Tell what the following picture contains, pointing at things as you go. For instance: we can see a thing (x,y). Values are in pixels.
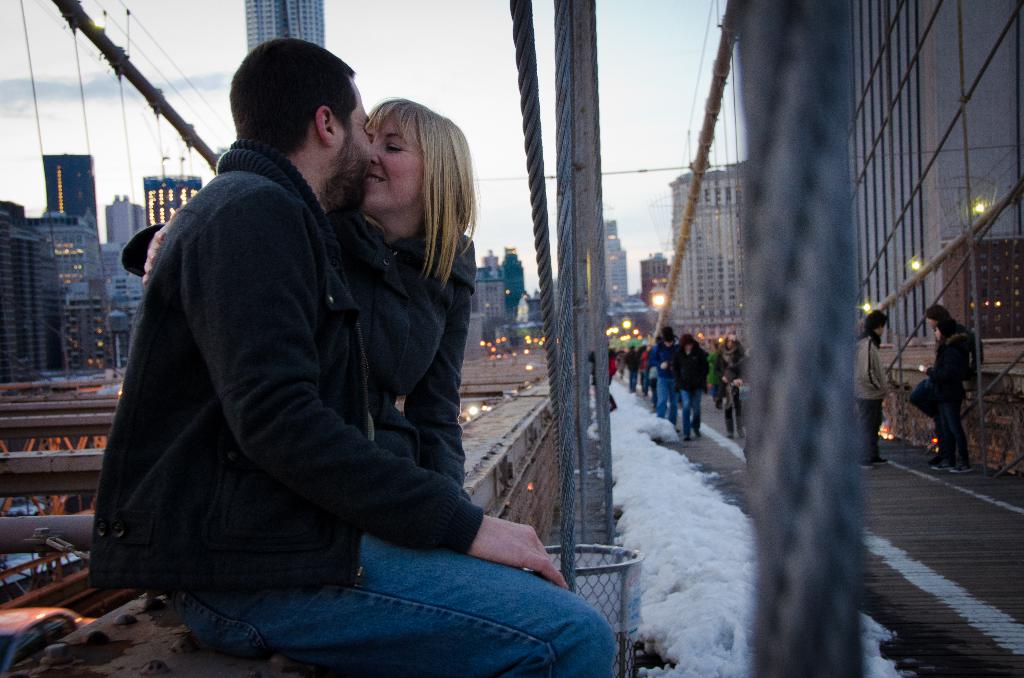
In this image I can see a two person (398,279) sitting. Back Side I can see a buildings (688,275), lights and few people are walking. I can see dustbin (619,608), rope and snow (689,638). The sky (499,131) is in white color.
